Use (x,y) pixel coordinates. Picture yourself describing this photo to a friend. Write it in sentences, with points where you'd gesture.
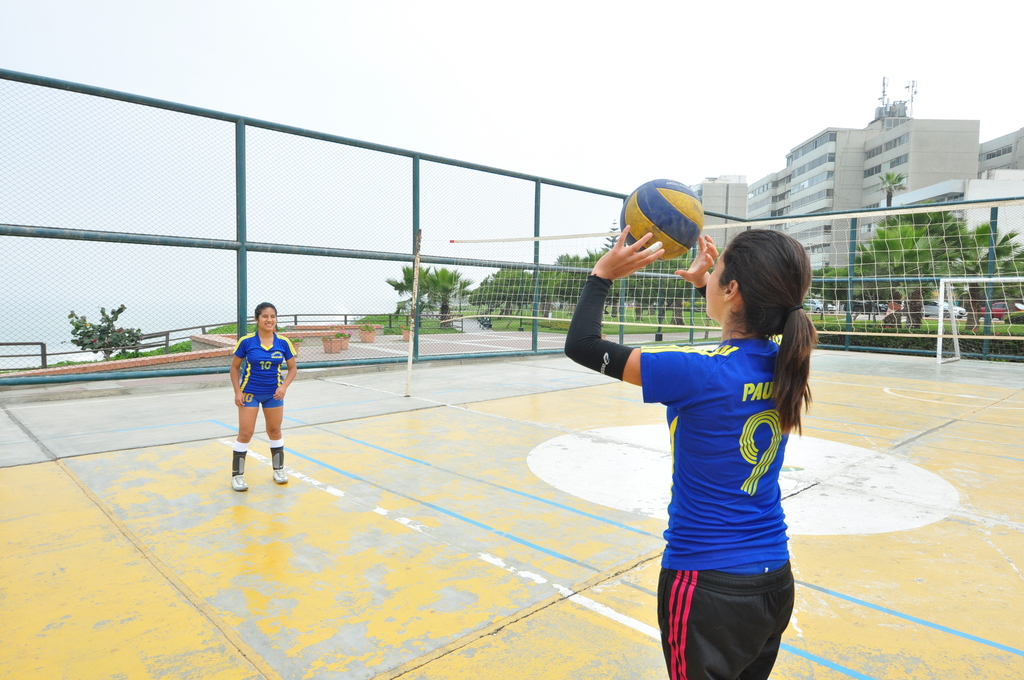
In this image, we can see two women (769,485) are standing on the ground (295,580). Here a woman (691,504) is trying to throw a ball (644,219). Background (653,271) we can see rod's (996,280), net (962,312), trees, plants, grass (697,314), vehicles (492,324), buildings (1006,178) and sky (364,132).
